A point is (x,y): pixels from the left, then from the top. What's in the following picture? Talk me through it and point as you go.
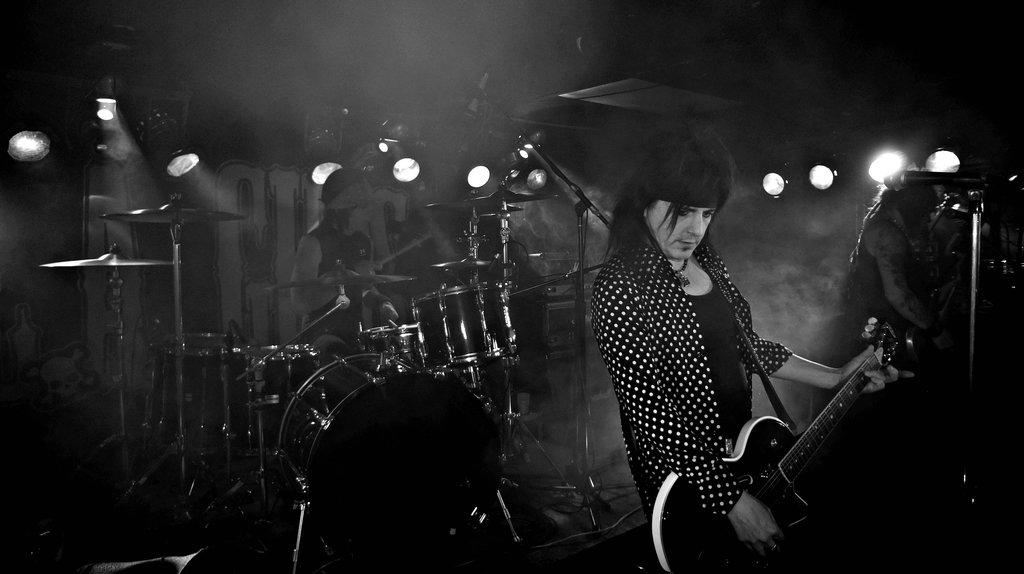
In this image I can see three persons (338,201) are standing and on the right side of this image (697,241) I can see two of them are holding guitars (674,554). In the background (244,448) I can see a drum set (464,518), a mic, number of lights (897,166), smoke (250,127) and I can also see one more mic (914,172) on the right side of this image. I can also see this image is black and white in colour.
